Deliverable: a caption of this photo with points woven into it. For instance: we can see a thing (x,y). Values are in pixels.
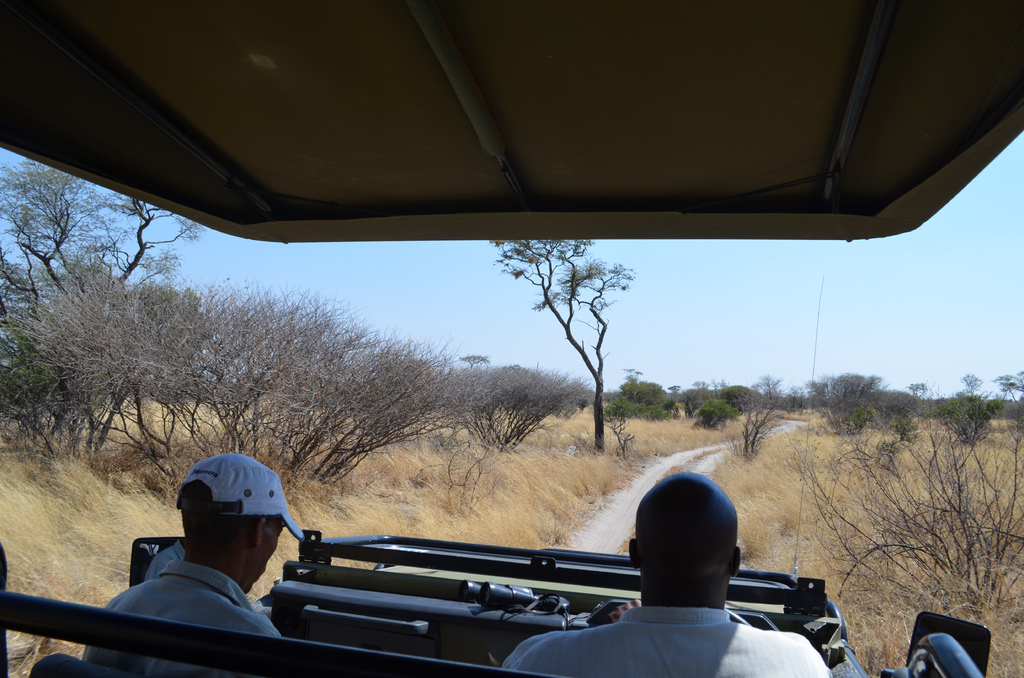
There are two persons (620,641) in a vehicle (459,619) at the bottom of this image (635,651). There is a grassy land (564,451) and some trees (269,382) in the background (640,411). There is a sky (712,306) in the middle of this image (439,279).
